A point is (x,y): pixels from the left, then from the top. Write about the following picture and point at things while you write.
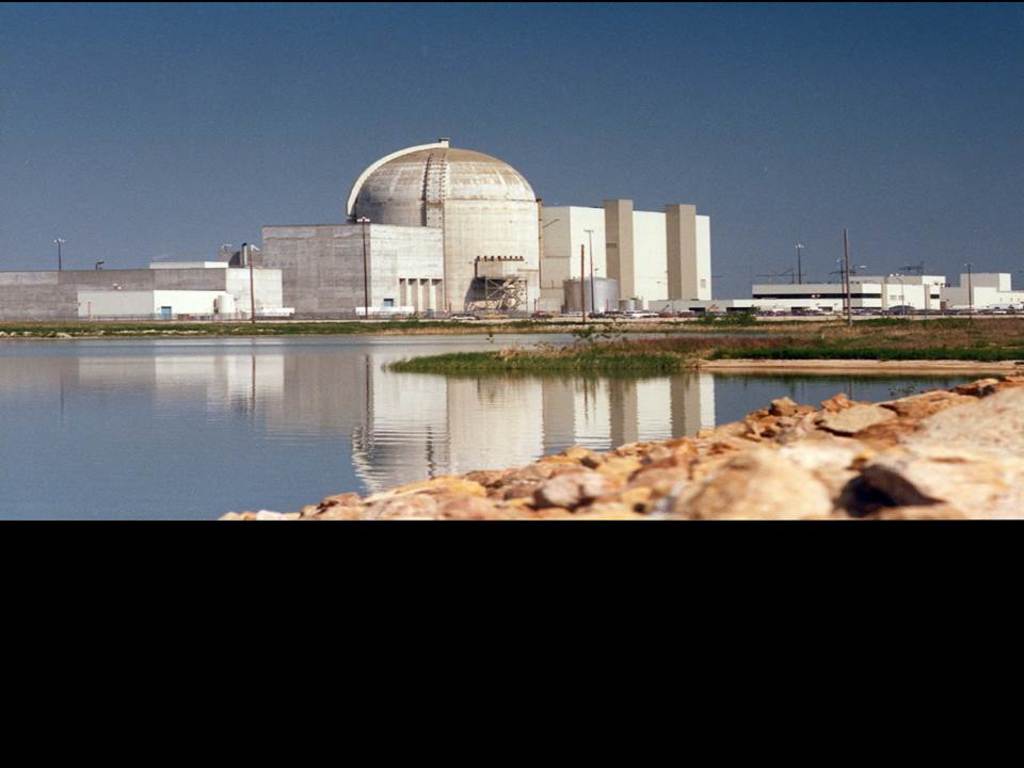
This image consists of buildings (634,280). On the left (54,460), we can see the water (245,425). On the right (734,495), there are rocks (815,478). In the middle (648,348), there is green grass (657,351) on the ground (655,339). At the top (459,98), there is the sky (5,222).
